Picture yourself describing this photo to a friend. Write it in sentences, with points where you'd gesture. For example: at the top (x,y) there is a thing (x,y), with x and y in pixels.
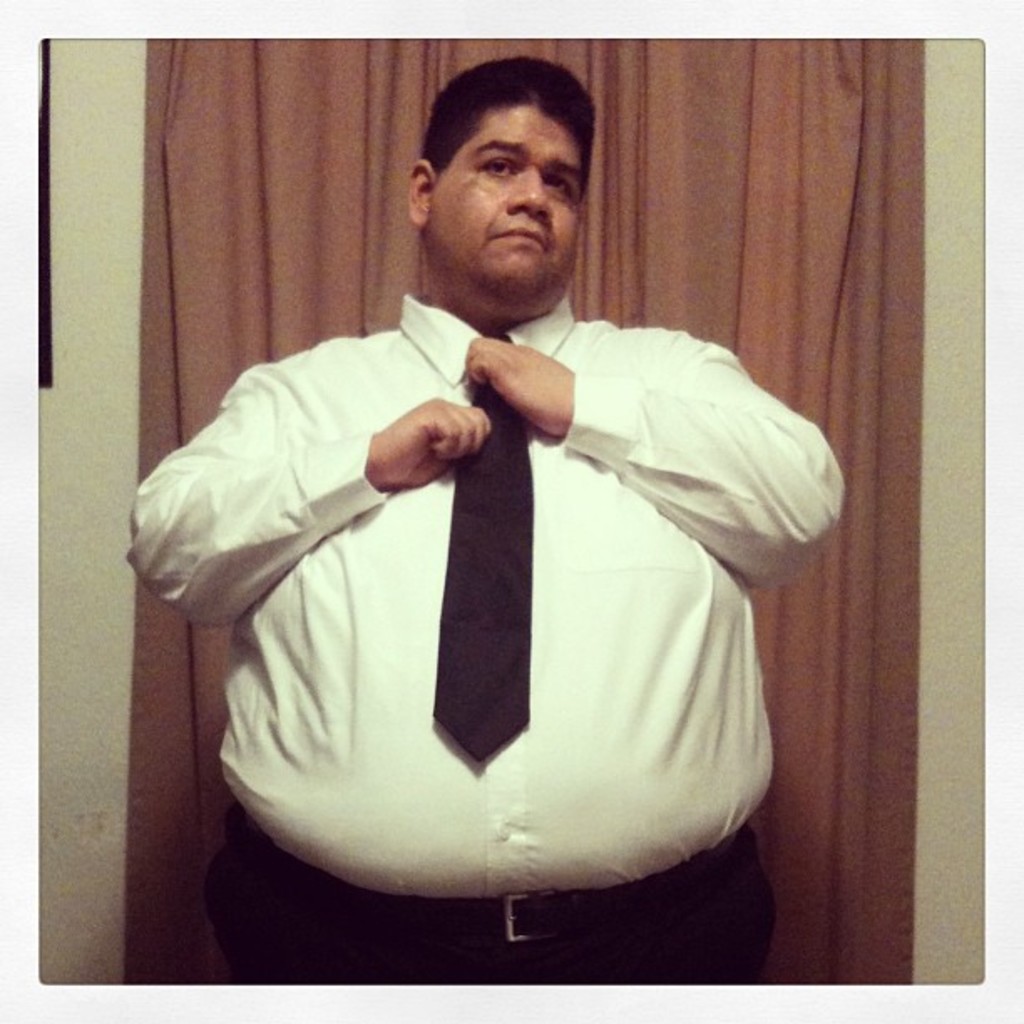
In this image we can see a person (346,711) tying a tie (495,579), behind him there is a wall (924,886), and a curtain (598,315).
